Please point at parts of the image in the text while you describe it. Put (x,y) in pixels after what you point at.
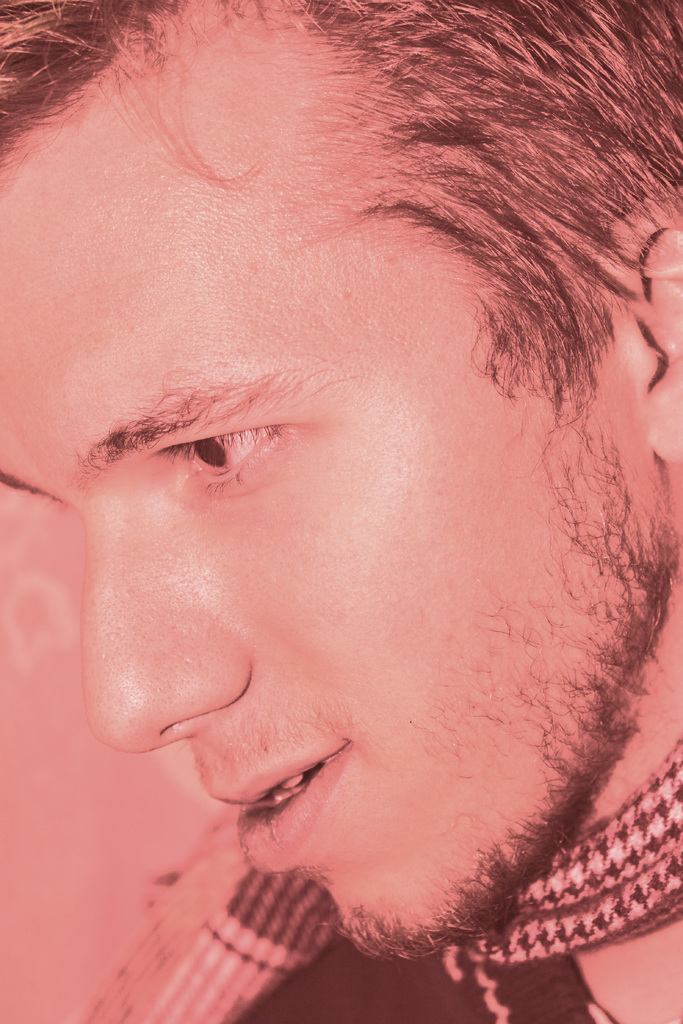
In this image I can see a man (522,896) wearing black color dress (366,995) and looking towards the left side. Here I can see a neck wear (641,852).
